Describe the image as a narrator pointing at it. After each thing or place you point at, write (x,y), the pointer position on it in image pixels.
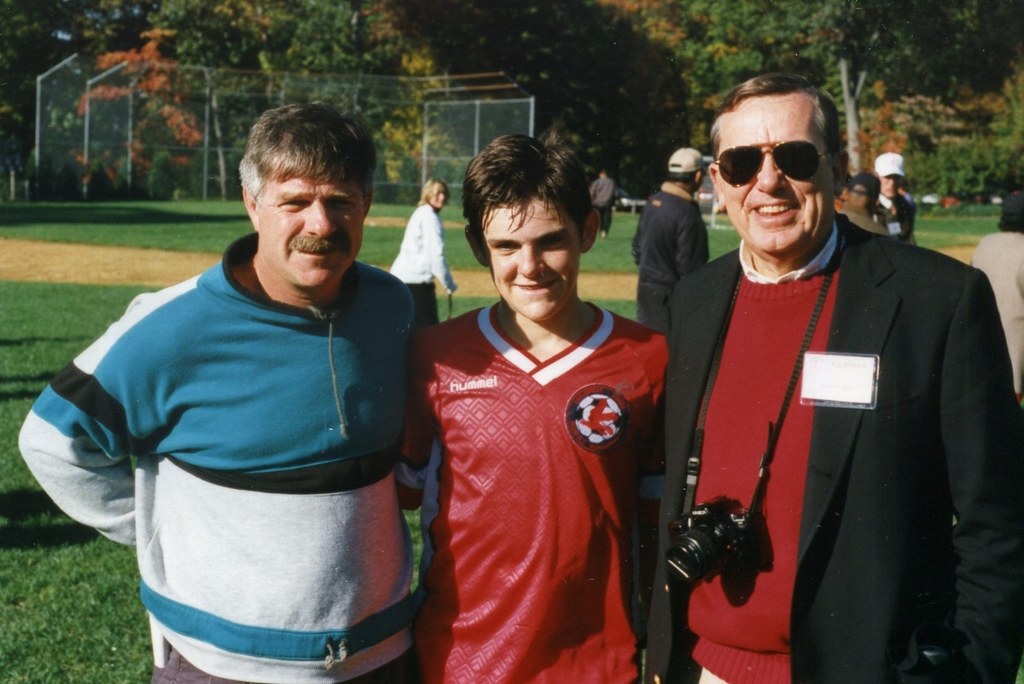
In the foreground of the picture (723,274) there are three people (405,418) standing. The picture is taken in a ground (451,239). In the center of the picture (680,270) there are people (691,177) walking down the ground (20,246). In the background (422,44) there are trees (358,44), fencing (338,93) and other objects (935,200).
